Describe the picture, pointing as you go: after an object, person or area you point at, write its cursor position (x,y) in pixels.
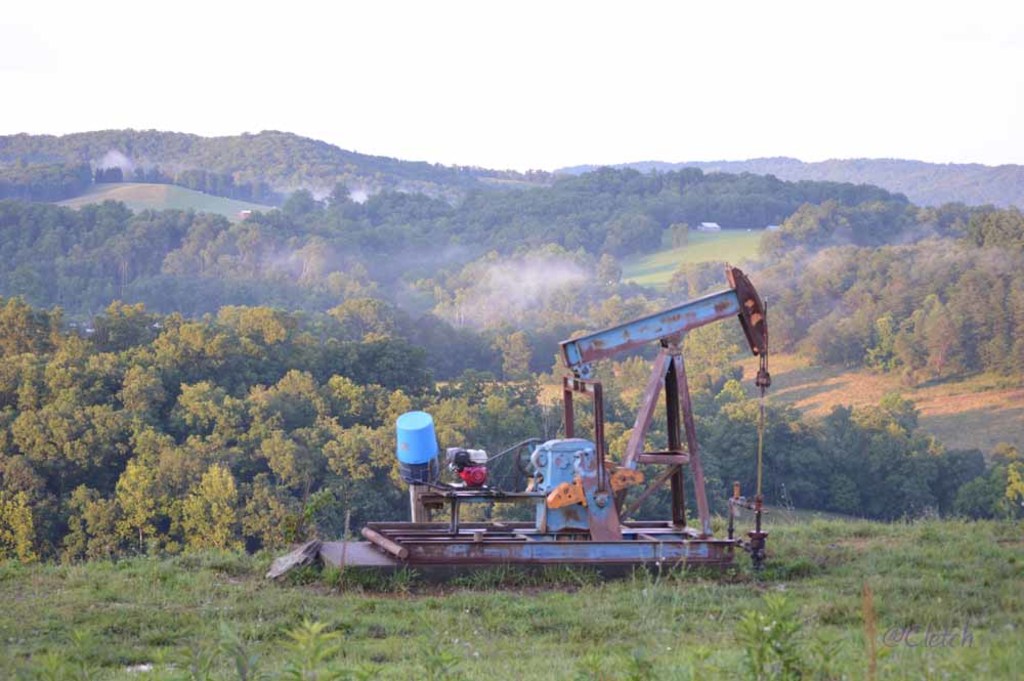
There is a machine (541,456) with iron rods (693,444). On the ground (365,575) there are plants (785,587). In the background (390,218) there are trees (498,230) and sky (537,98). Also there is a watermark (922,641) in the right bottom corner (925,638).
